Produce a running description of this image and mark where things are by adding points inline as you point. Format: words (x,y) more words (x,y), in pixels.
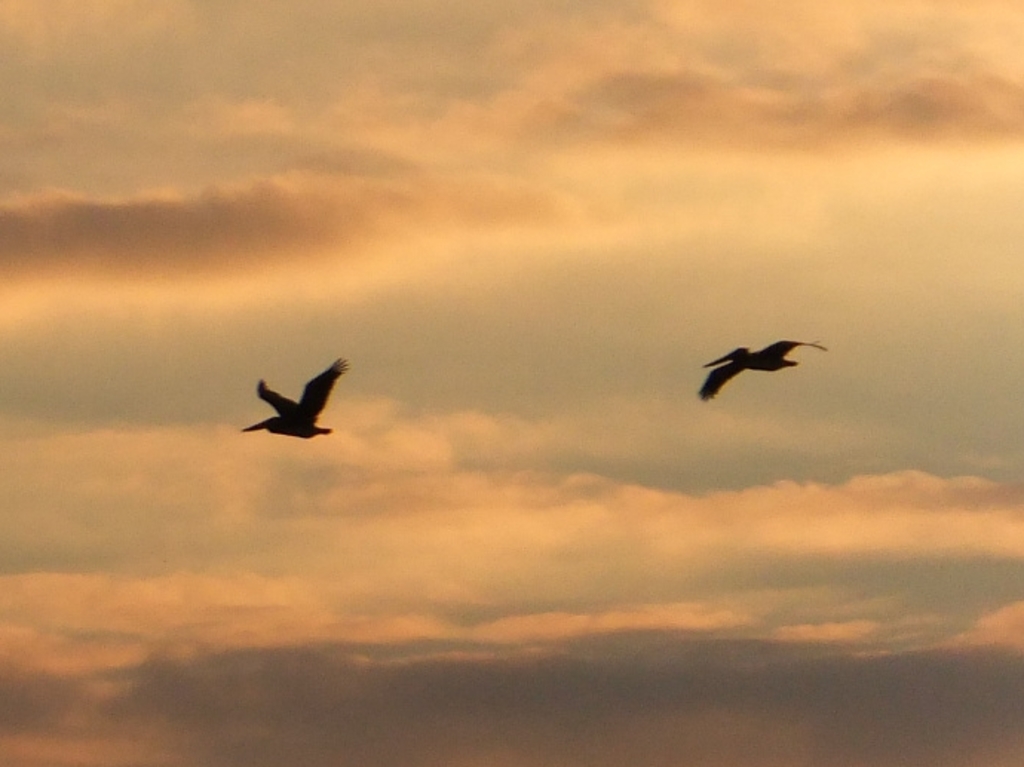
In this picture I can see two birds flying in the air, and in the background (491,250) there is the sky (383,77).
